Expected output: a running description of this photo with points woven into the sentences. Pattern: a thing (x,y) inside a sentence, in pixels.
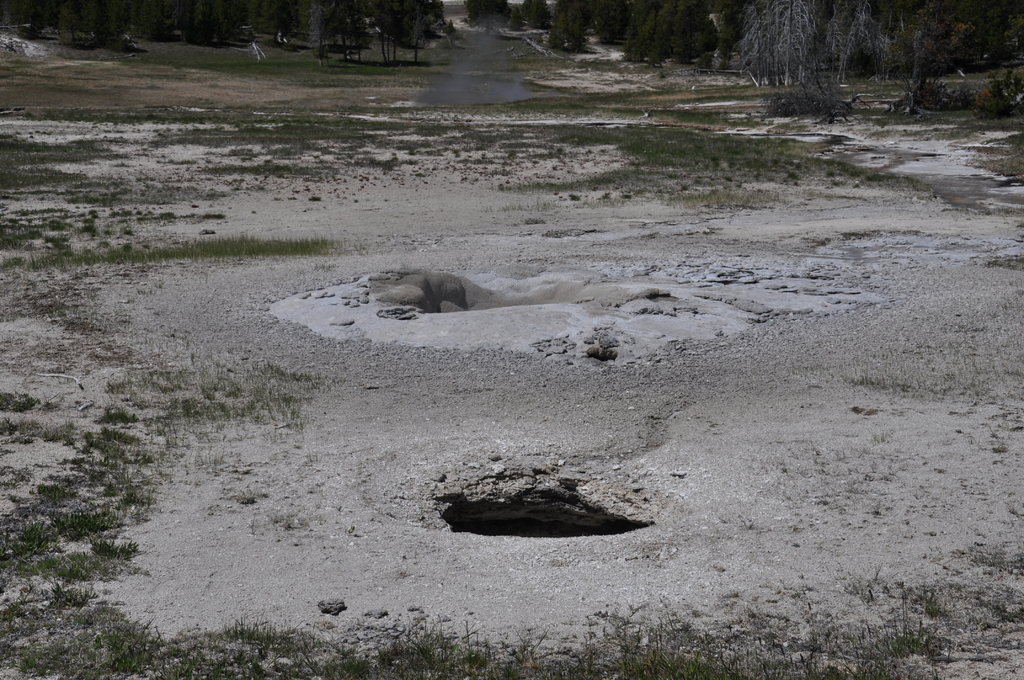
In this image we can see holes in the ground (585,228) and there are some trees (313,37) and grass (77,592) on the ground (777,450).
